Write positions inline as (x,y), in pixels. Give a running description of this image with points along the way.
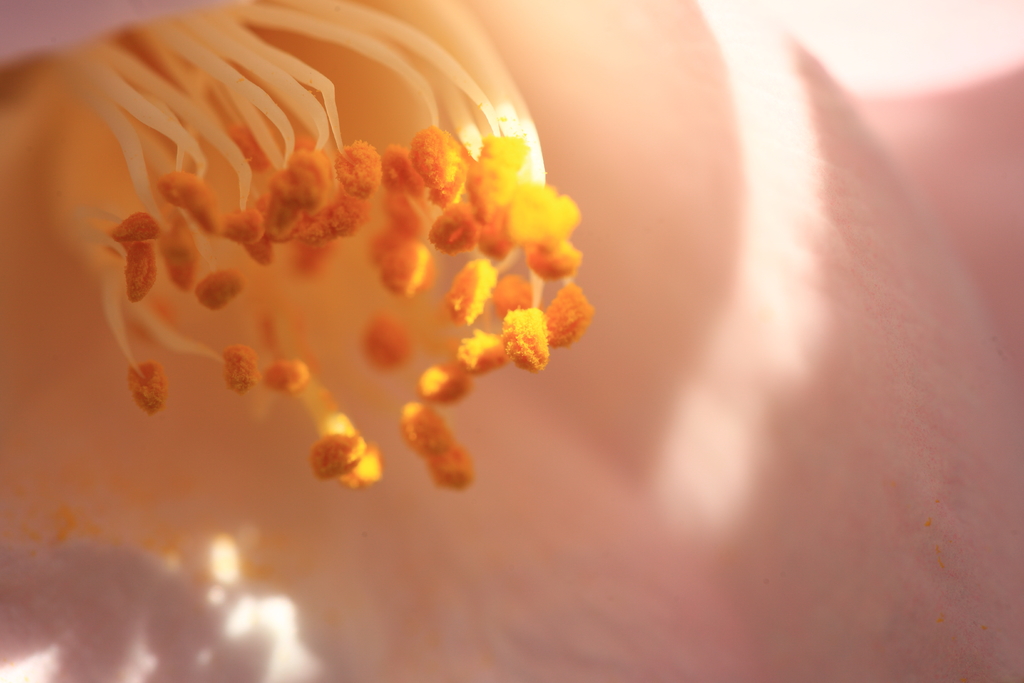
In this picture we can see a flower (438,358) and in the background (340,66) it is blurry.
